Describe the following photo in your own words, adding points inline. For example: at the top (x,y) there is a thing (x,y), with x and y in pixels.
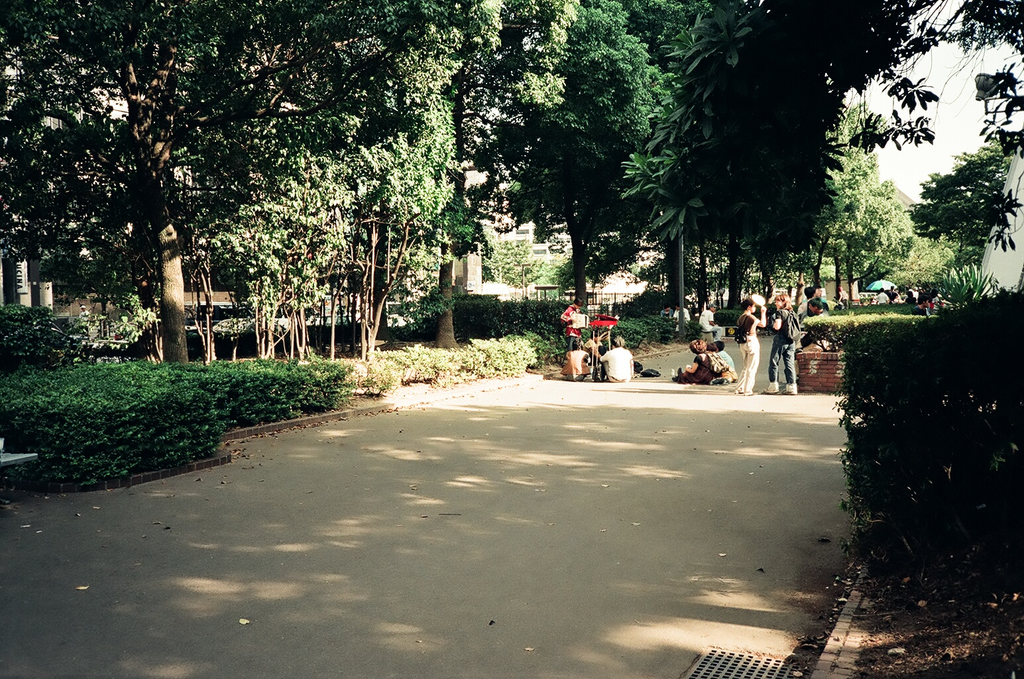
In this image we can see a group of trees (514,190) and plants (911,318). In front of the plants (976,323) we can see persons (586,356). Behind the trees (603,263) we can see the buildings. In the top right (873,96), we can see the sky (956,41).
